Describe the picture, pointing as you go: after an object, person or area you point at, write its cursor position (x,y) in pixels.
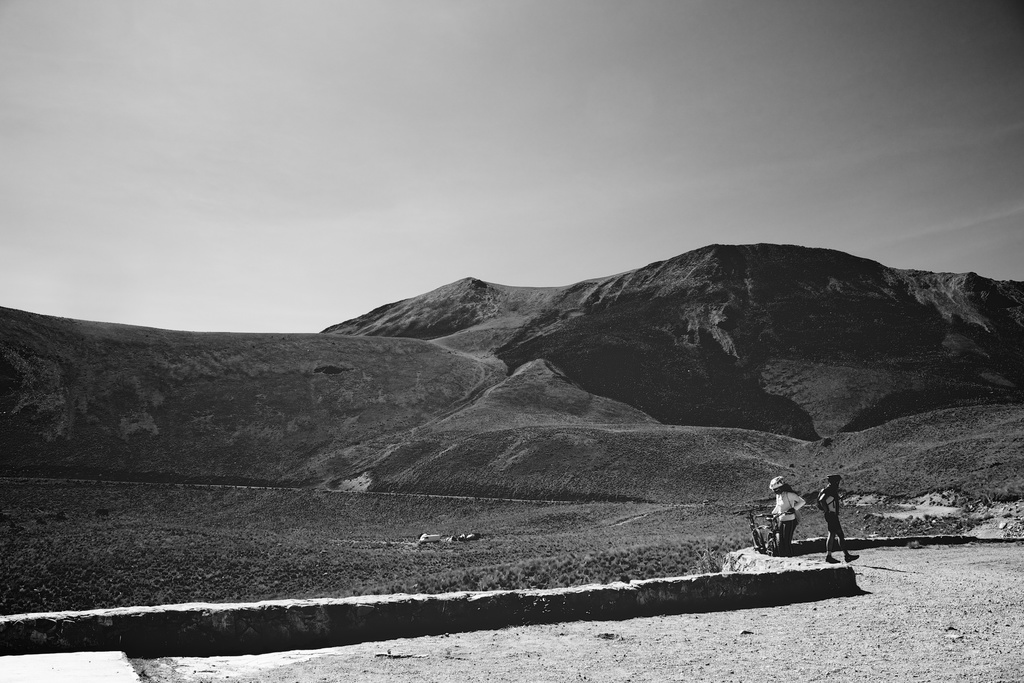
In this image there are persons (787,535) standing and walking and there is a bicycle (771,540). In the background (541,383) there are mountains (627,322). In the center (369,440) there is land (410,554).
